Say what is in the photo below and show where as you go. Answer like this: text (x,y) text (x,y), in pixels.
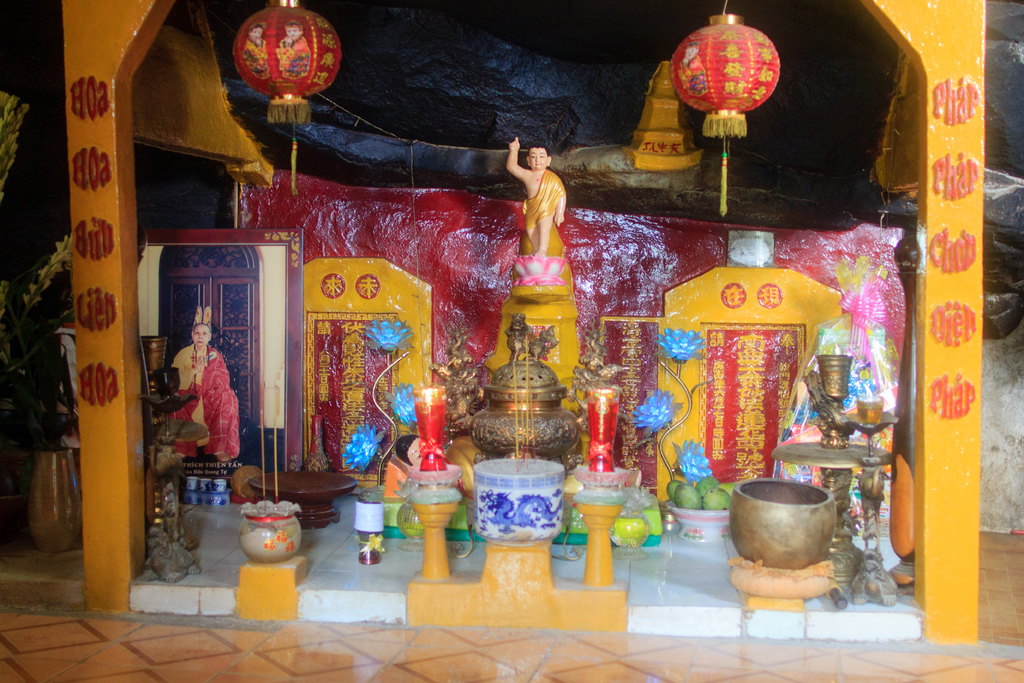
In this image I can see a mini sculpture (541,233), red and yellow colour wall (472,273), few glasses (373,521), few fruits (677,498) in a white colour bowl (699,514), few red colour things (765,35) and many more other stuffs (506,412). I can also see something is written on wall (654,329).
